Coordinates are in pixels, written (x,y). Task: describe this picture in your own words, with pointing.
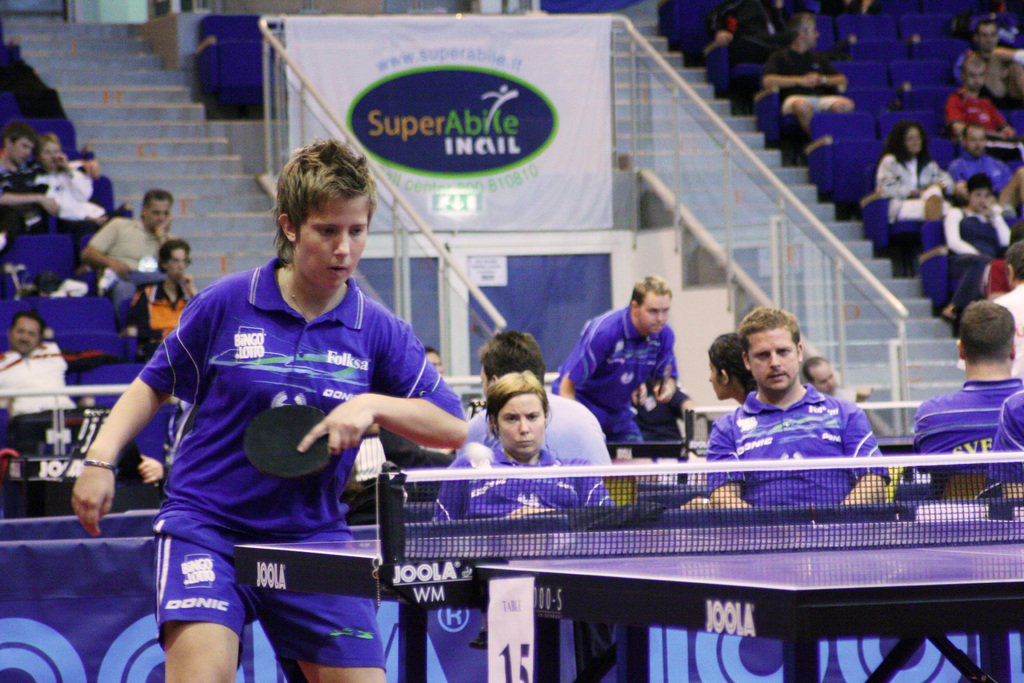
In the image we can see a person (388,369) standing, wearing clothes (202,448) and holding a table tennis bat (277,455), here we can see the table (723,580) and net (580,514). We can see there are even other people (512,358) sitting and some of them are standing. They are wearing clothes (632,351). Here we can see the poster (451,123) and text (450,129) on the poster (473,136).
